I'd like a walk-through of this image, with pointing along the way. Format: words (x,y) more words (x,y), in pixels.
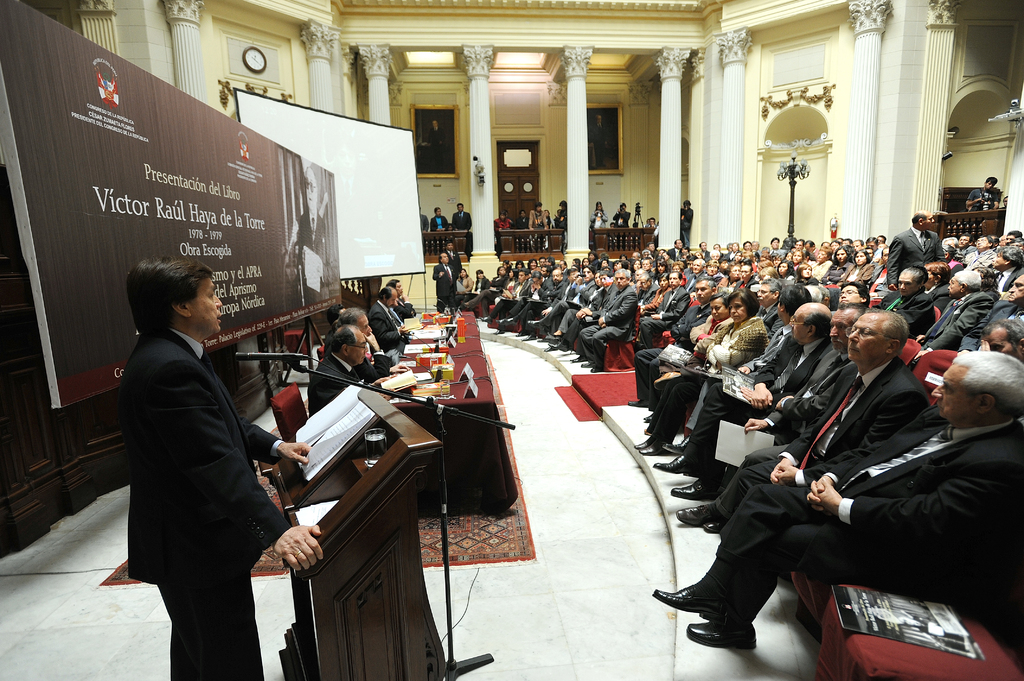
In this picture we can see a group of people (785,451), some people (740,329) are sitting on chairs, some people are standing, here we can see a table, name boards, papers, podium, mic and some objects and in the background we can see a poster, projector screen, pillars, wall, fence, clock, windows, door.
